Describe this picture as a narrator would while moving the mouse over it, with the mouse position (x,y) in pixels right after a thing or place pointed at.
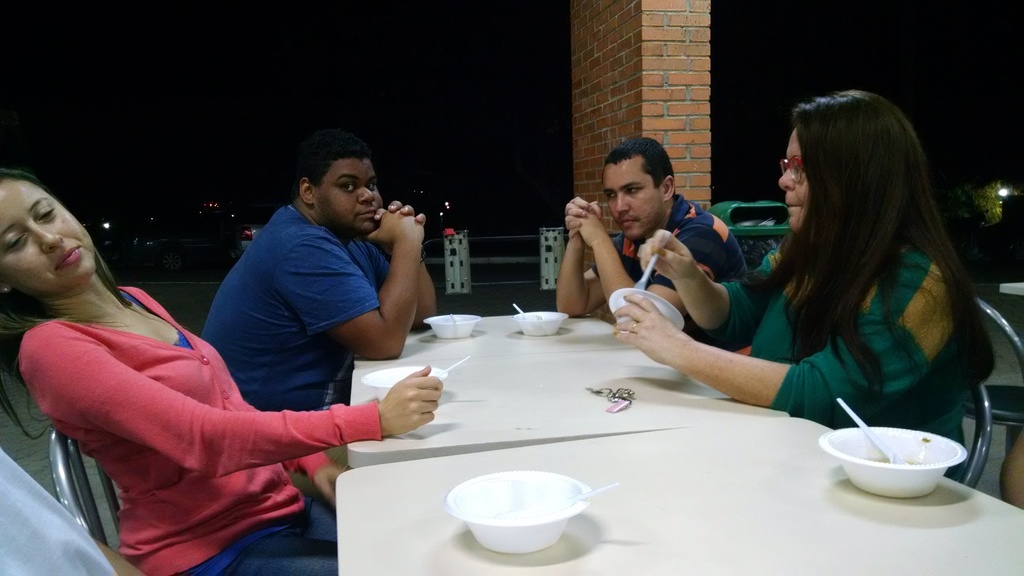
In the image we can see two women (152,415) and two men (571,285) sitting on the chair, they are wearing clothes (185,374). There is a table (702,516), on the table (715,514) there are bowls (511,520), in the bowl (885,471) there is a spoon (875,446). This is a brick pole (666,102), footpath (33,426), light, vehicle (176,240) and the background (820,46) is dark.
